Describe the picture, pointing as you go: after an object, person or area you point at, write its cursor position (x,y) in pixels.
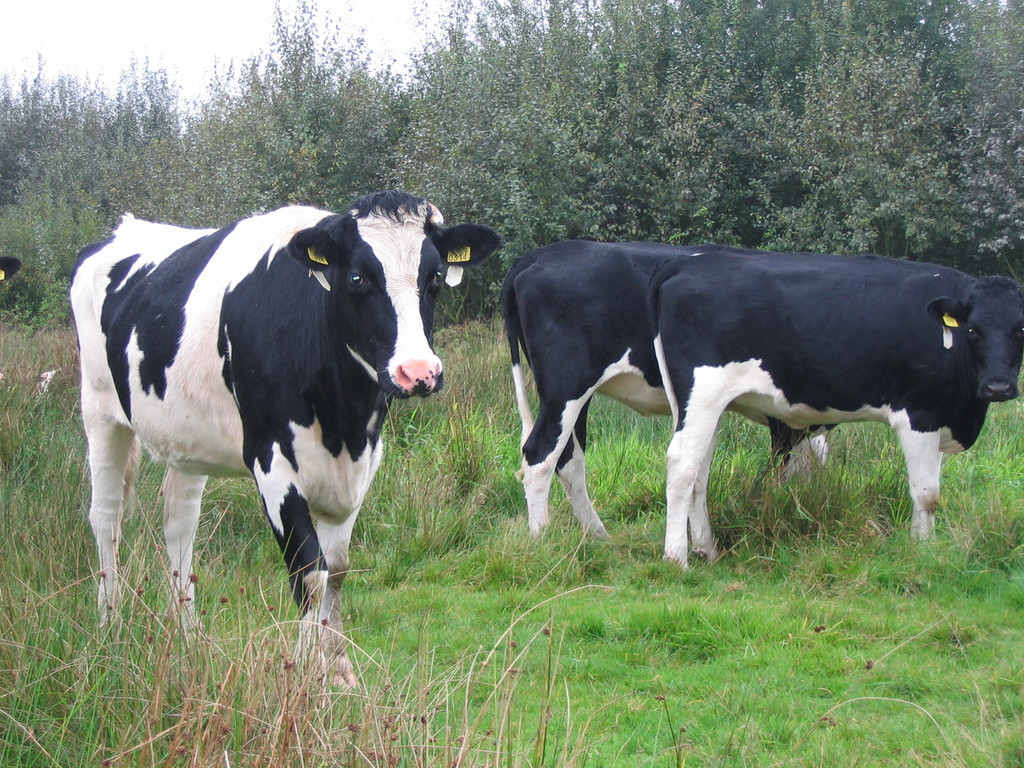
In this image in the center (346,383) there are some animals (536,362), at the bottom (171,639) there is grass (790,586) and some plants (118,639). In the background (803,84) there are trees (50,170) and sky (115,42).
